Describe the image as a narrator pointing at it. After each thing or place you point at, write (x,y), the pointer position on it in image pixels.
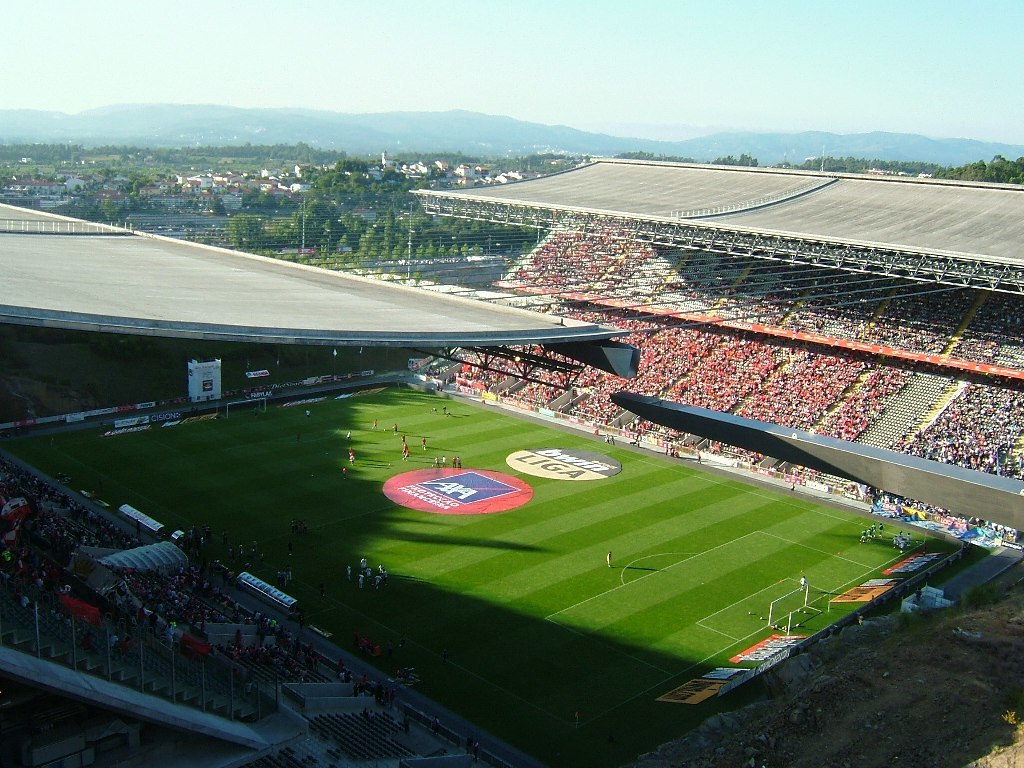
Picture of a stadium (630,503). Here we can see people (928,453), hoardings (215,371), open-sheds (727,196) and grass (680,556). Background we can see trees (328,221), buildings (249,181), mountains (525,122) and sky (354,78).
